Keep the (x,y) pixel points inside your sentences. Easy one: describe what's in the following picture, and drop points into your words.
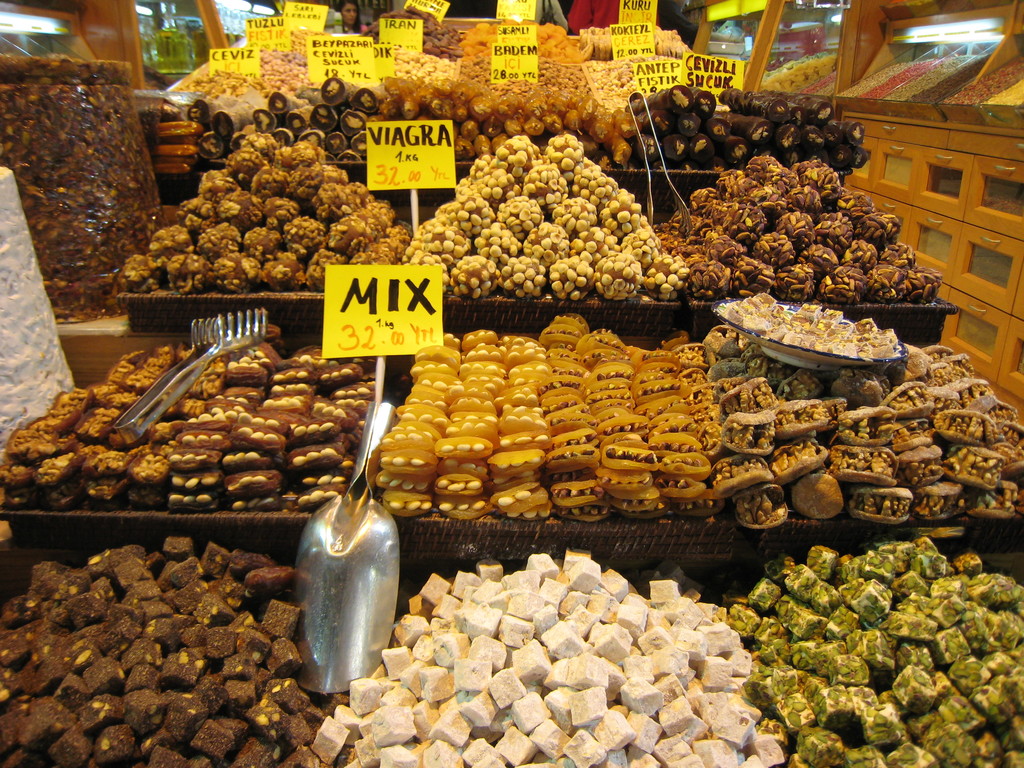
In this image, we can see few eatable, things (81,735), sweets (991,762), some items (250,483) in the baskets (53,541). Here we can see name boards (362,343) and some objects (167,398). Right side of the image (924,246), we can see cupboards (946,143), trays (986,110). Top of the image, we can see few people (601,21).
